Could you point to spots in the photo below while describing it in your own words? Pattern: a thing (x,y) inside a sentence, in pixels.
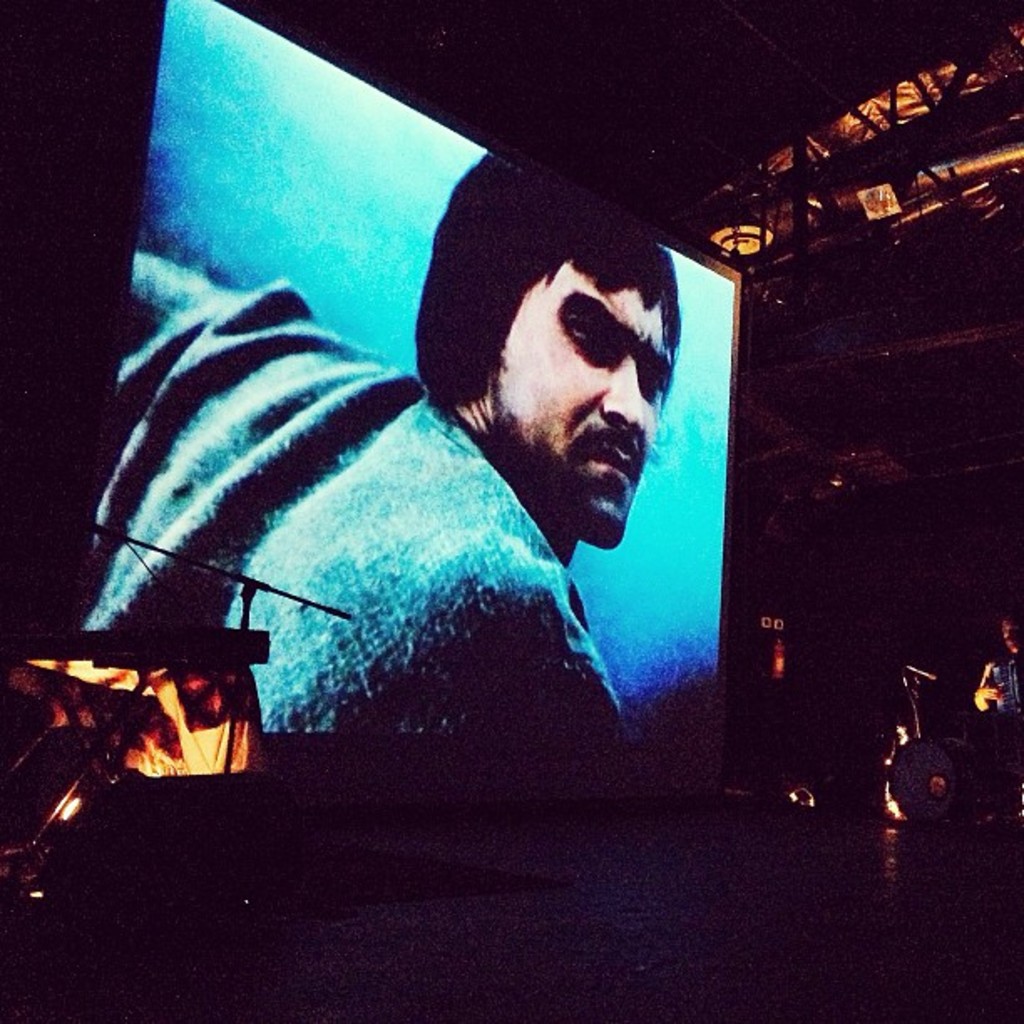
In this picture, we see the hoarding board (390,455) or the projector screen (495,426) displaying the man (525,419). On the right side (1004,650), we see the man (995,694) is standing. Beside him, we see machinery equipment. On the left side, we see an object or equipment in yellow color. In the background (828,333), it is black in color. This picture might be clicked in the dark.
